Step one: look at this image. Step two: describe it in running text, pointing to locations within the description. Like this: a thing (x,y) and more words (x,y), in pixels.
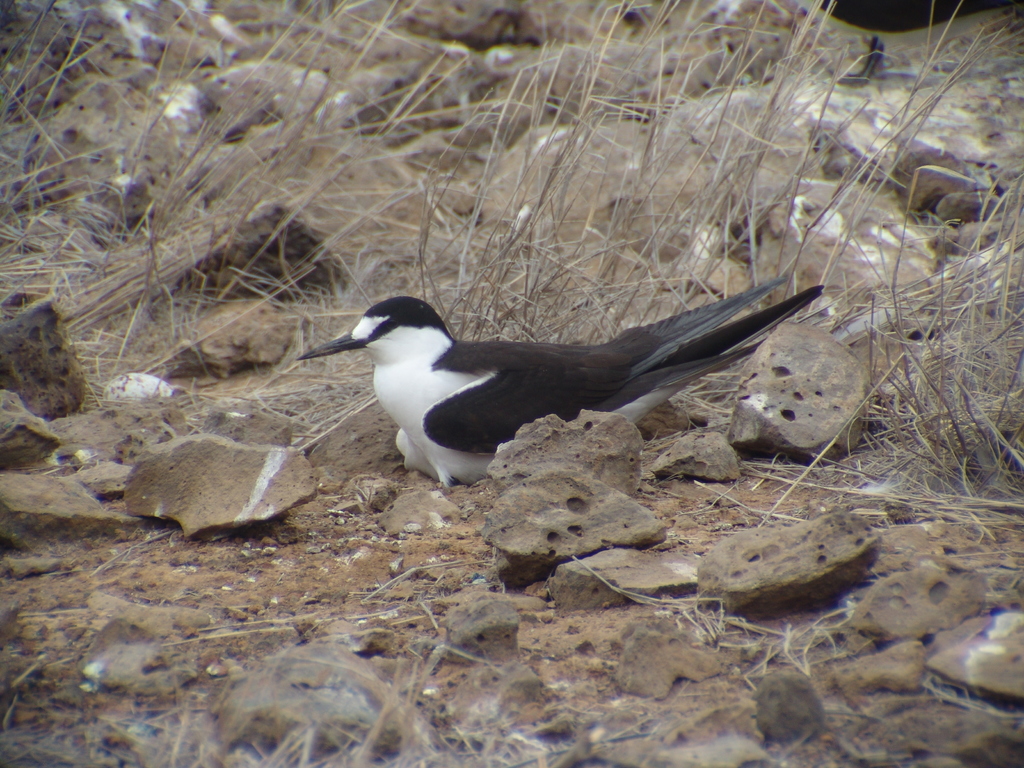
In this image I can see the bird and the bird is in white and black color and I can also see few stones (775,542), dried grass (855,315) and the grass (308,202) is in brown color.
